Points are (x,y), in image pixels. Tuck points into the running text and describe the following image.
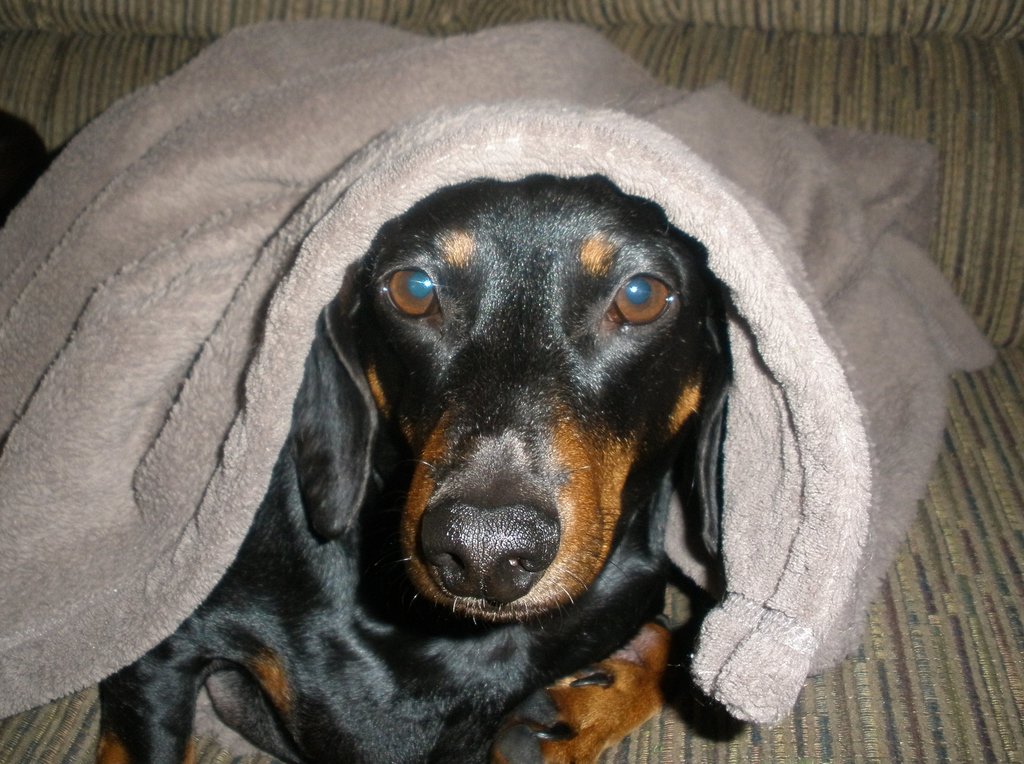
In this image I can see a dog (560,522) in black and brown color. I can see a grey cloth (895,367) on the dog (603,590).
